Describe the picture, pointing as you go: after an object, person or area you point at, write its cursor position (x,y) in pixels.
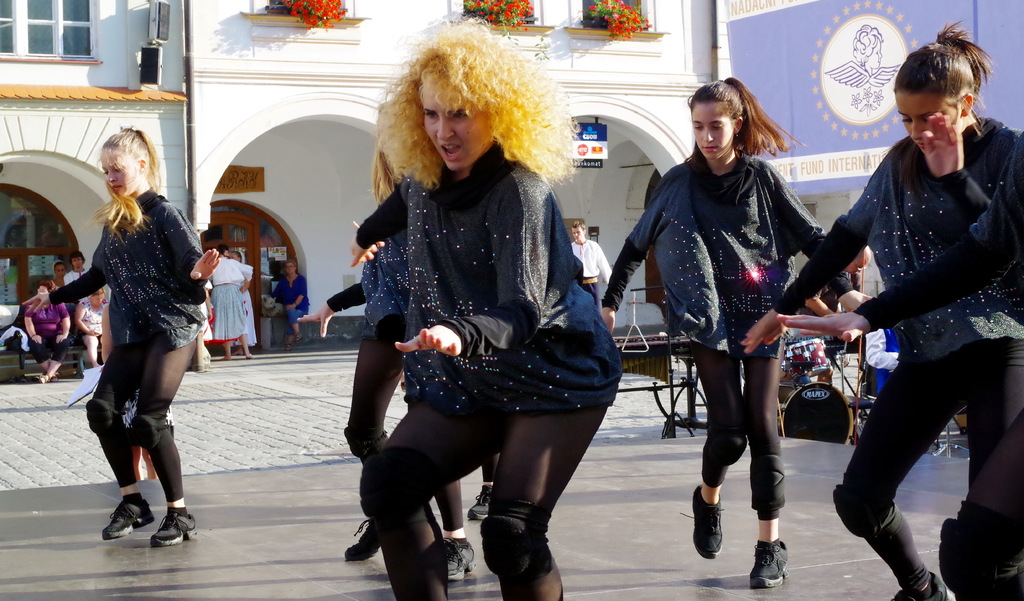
In this picture, we can see a few people (442,472), and among them a few (1013,476) are dancing, we can see the ground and some objects (807,412) on the ground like musical instruments (637,371), benches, building (156,113) with windows (19,2), doors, and some objects (234,180) attached to it, like lights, and we can see plants (640,21), posters (881,107) with some text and images (879,94).
